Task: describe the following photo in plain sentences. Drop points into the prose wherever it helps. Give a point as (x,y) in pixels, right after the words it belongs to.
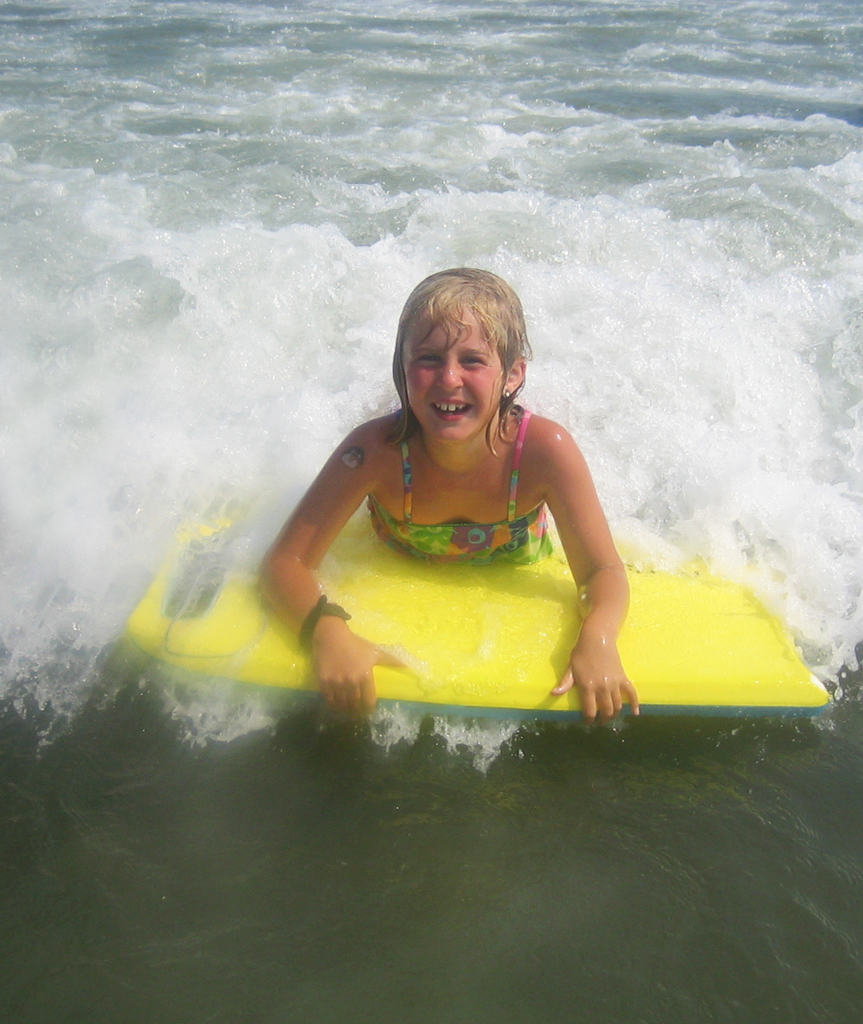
This is a picture taken in the outdoors. A girl (442,522) is holding a board (461,605) and floating on water (189,397).
